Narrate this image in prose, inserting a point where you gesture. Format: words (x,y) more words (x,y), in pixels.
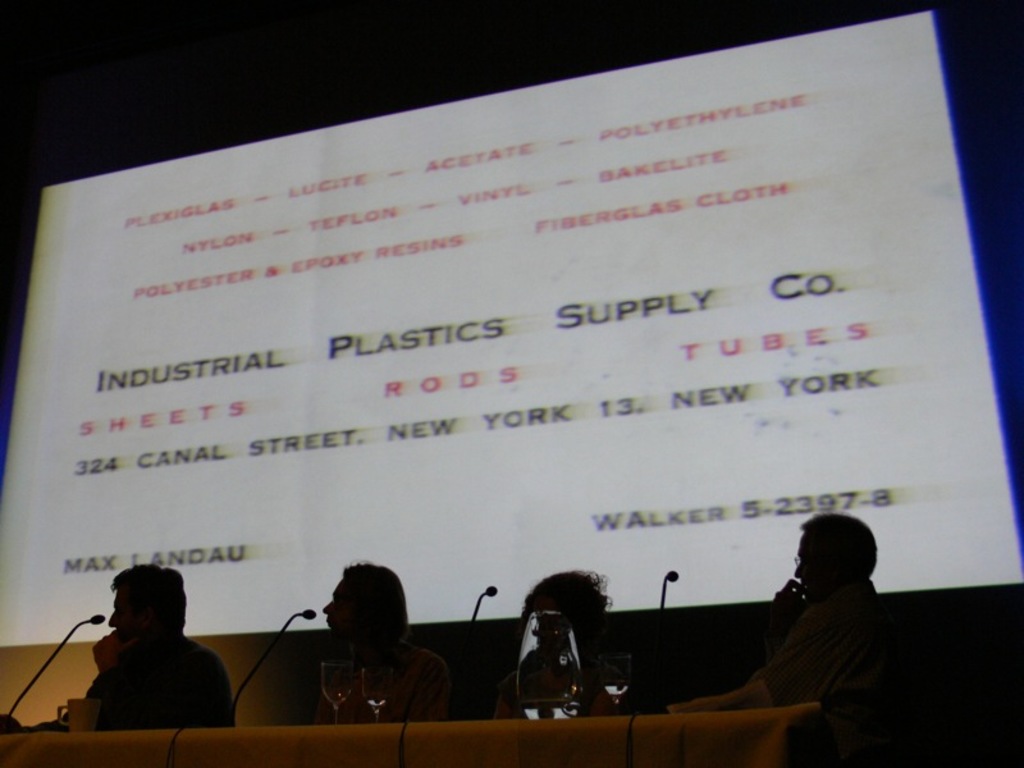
In this picture we can see four people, in front of them we can see mics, glasses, cup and some objects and in the background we can see a screen (1016,553).
